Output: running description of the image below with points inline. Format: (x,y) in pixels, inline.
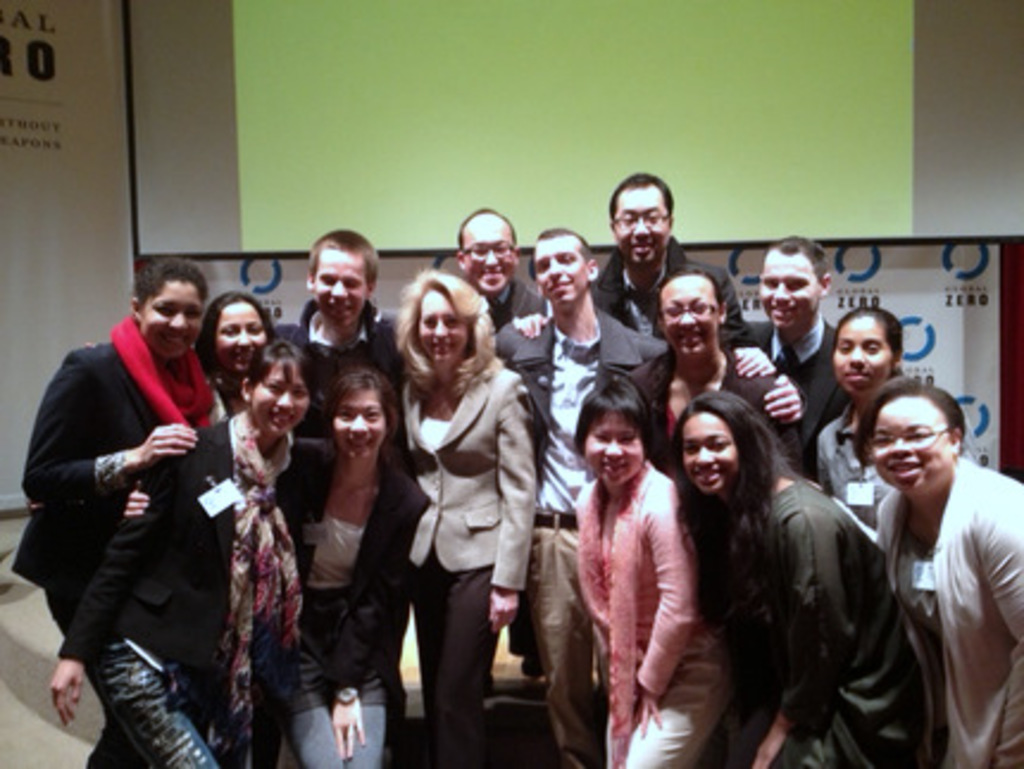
In this picture there are people (603,450) smiling, behind these people (341,262) we can see a screen (467,112) and banners (18,195).
